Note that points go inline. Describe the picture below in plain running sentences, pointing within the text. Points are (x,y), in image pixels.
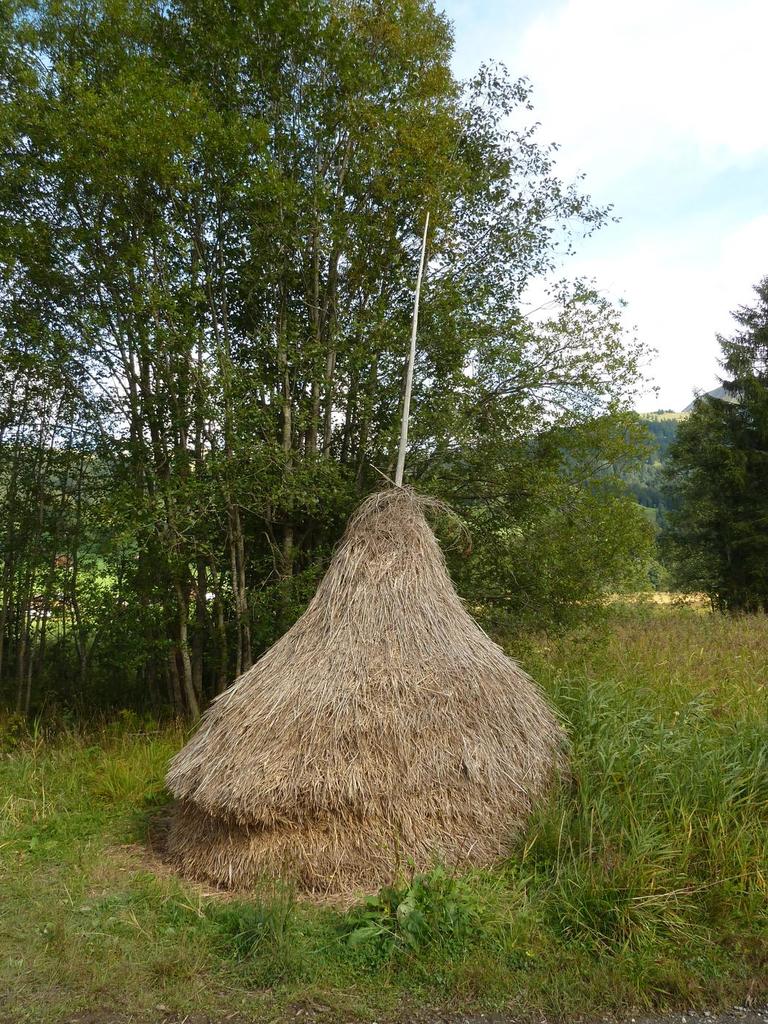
In the picture we can see a grass surface (586,978) with grass plants (142,943) on it, we can see a dried grass hut (336,810) with a pole (422,254) on it and behind it we can see many trees (304,517) and sky (690,393) with clouds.
